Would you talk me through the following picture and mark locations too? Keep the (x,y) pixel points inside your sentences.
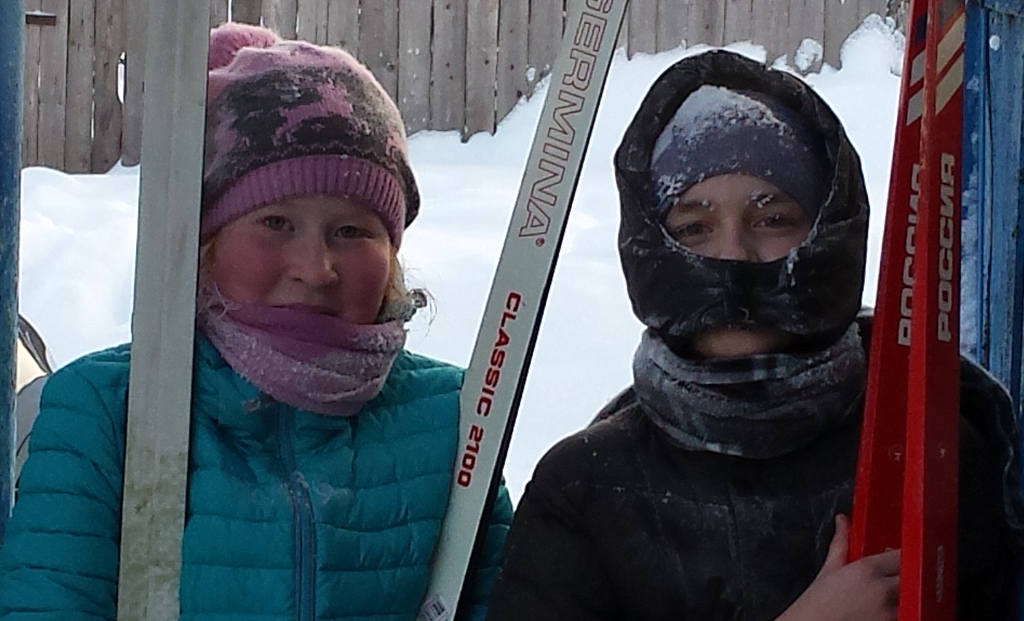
This 2 persons (386,453) are holding a sticks (434,607). These 2 persons (593,428) wore jackets (292,517).
